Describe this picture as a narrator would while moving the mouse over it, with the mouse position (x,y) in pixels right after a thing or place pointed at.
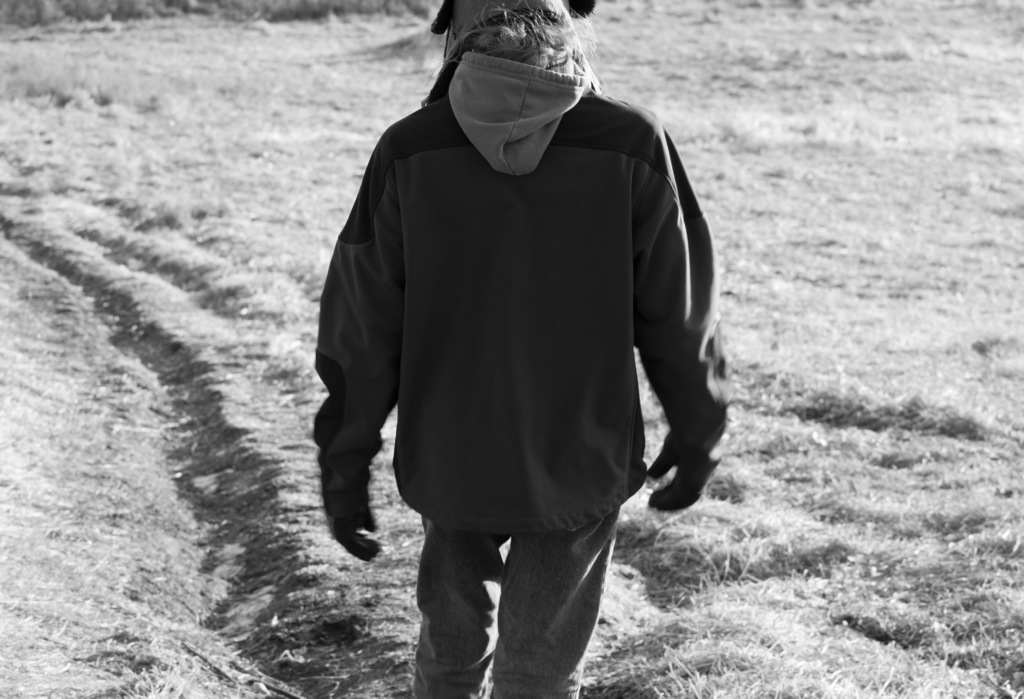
In this image I can see a person (480,449) and the dry grass (829,519). The image is in black and white.
